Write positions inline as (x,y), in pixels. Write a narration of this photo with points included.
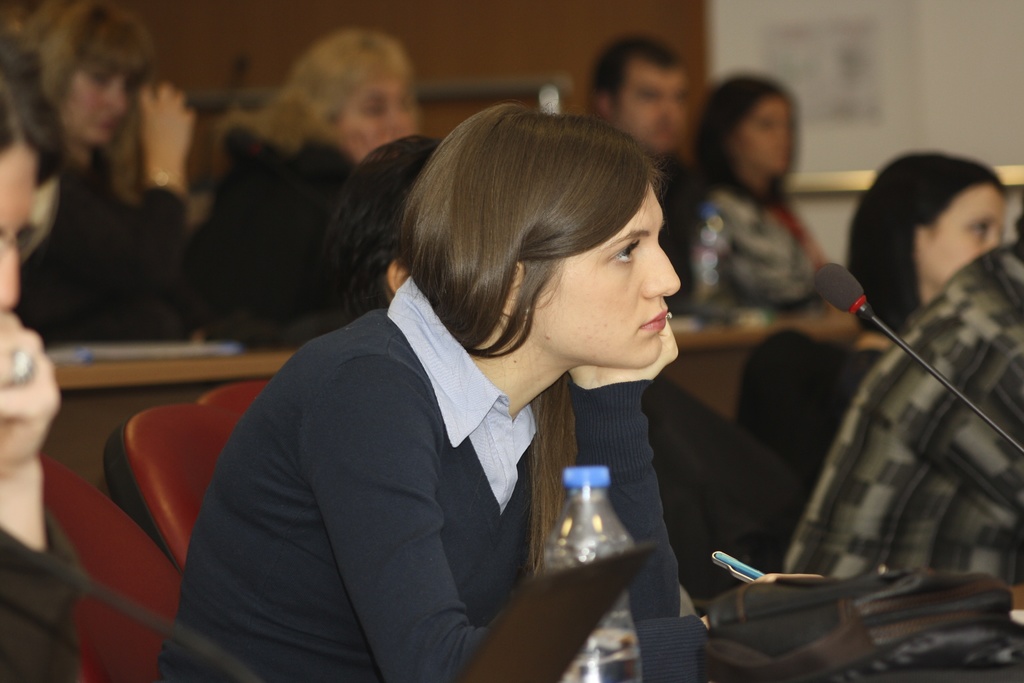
Every person (869,294) is sitting on a chair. In-front of this woman (370,448) there is a table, on a table (1017,633) there is a bag (751,626), bottle (584,537) and laptop (538,634). This woman (581,429) wore blue t-shirt (389,489) and holds pen (732,560). A mic (872,315).
